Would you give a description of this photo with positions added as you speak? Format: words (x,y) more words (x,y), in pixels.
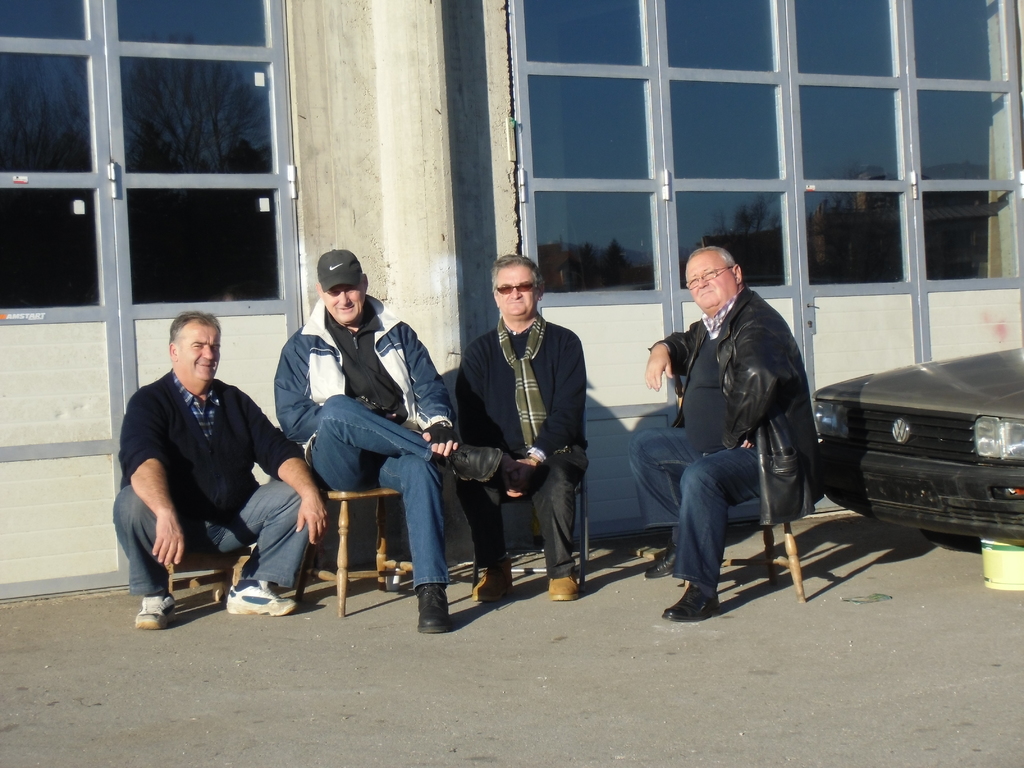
In this picture, we see four men (568,446) sitting on the chairs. The man (213,465) in black jacket (204,482) is sitting on the stool (207,568). Some of them are smiling. Beside them, we see a black car (933,479) is parked on the road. Behind them, we see a building (655,269). It is a sunny day.
